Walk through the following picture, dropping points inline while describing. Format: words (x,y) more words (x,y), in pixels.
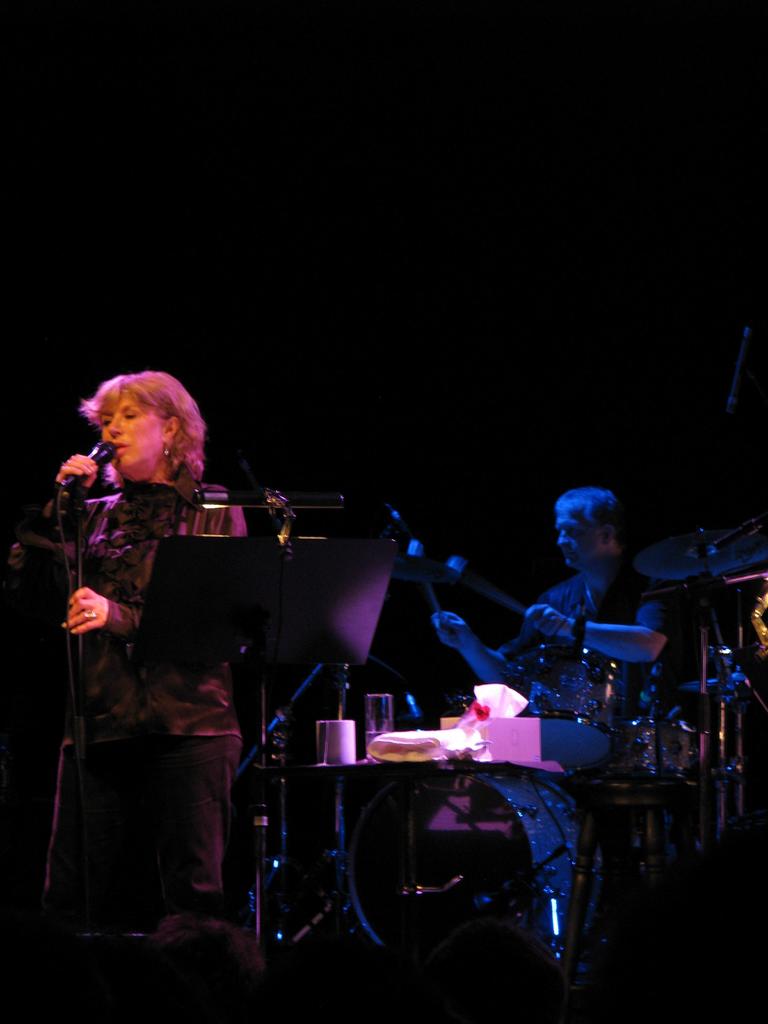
In the picture we can see a man (647,609) beating drums (517,686) and woman (132,442) who is standing and holding microphone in her hands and in the background of the picture (246,909) there is dark view (217,185).
